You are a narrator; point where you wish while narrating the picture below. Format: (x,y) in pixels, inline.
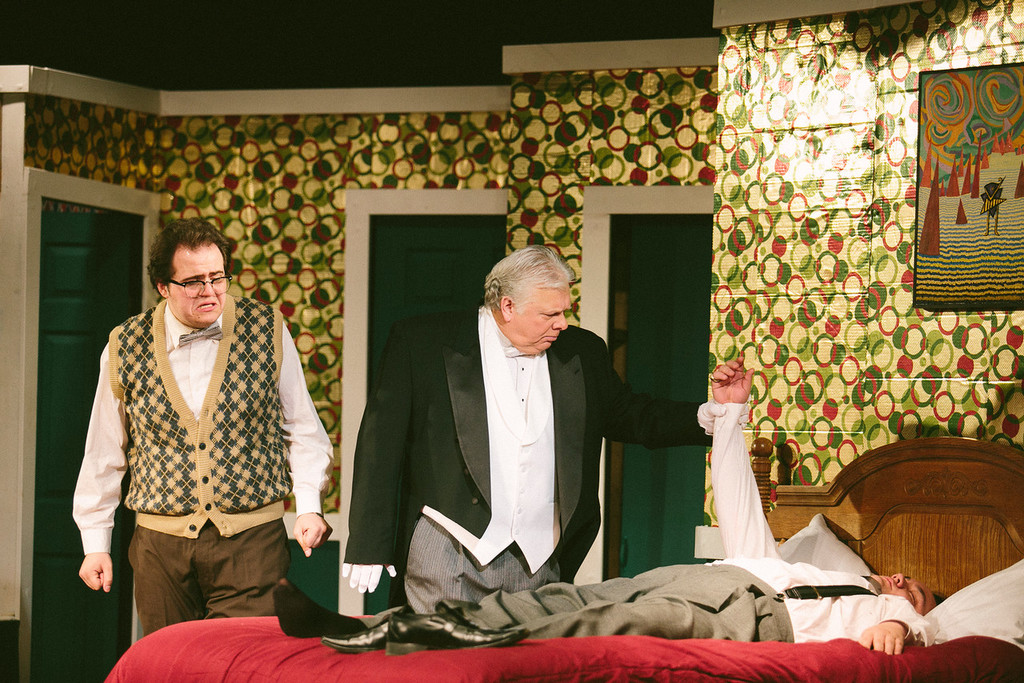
This image is taken inside a room (333,74). In the left side of the image (67,677) there is a door (59,278) and wall (138,161). In the right side of the image (998,246) there is a painting (938,188) which was made as frame (968,117), a bed (996,546), blanket (431,656), bed sheet (216,636) and pillow (994,617) on top of that a man (680,579) lying on it. In the middle of the image (505,264) a man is standing and holding a hand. At the top of the image (245,43) there is a black space (192,43).
